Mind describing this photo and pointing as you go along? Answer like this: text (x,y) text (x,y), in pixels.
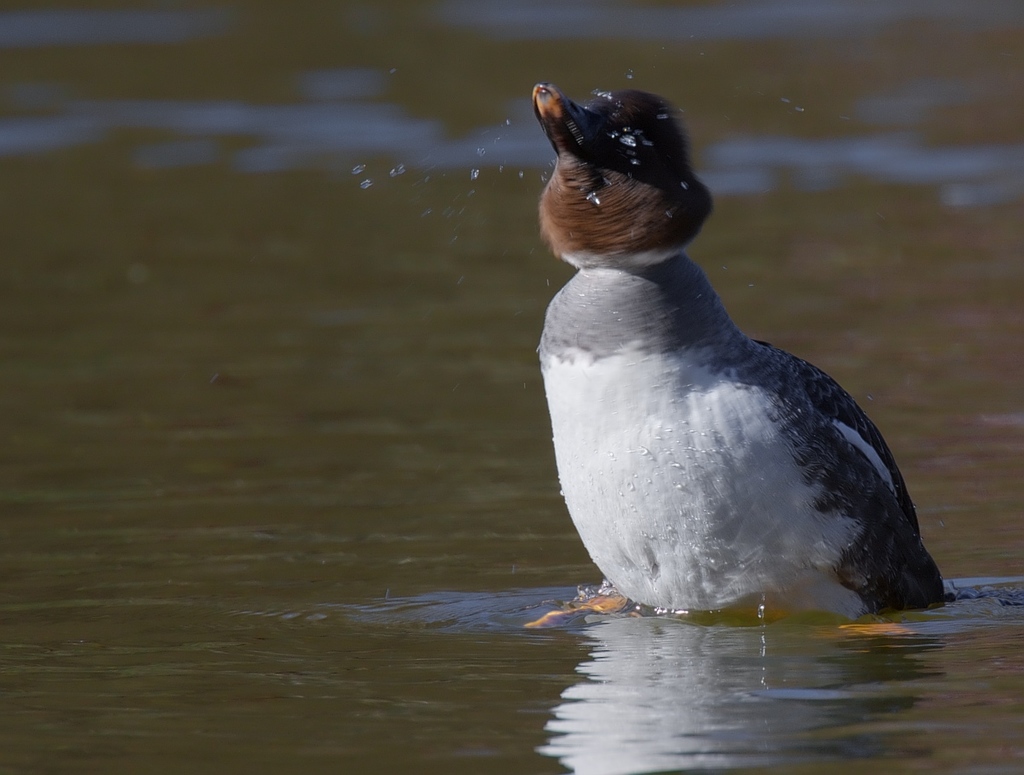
In the center of the image (627,424) there is a bird (652,489). At the bottom (579,664) there is water (669,709).
